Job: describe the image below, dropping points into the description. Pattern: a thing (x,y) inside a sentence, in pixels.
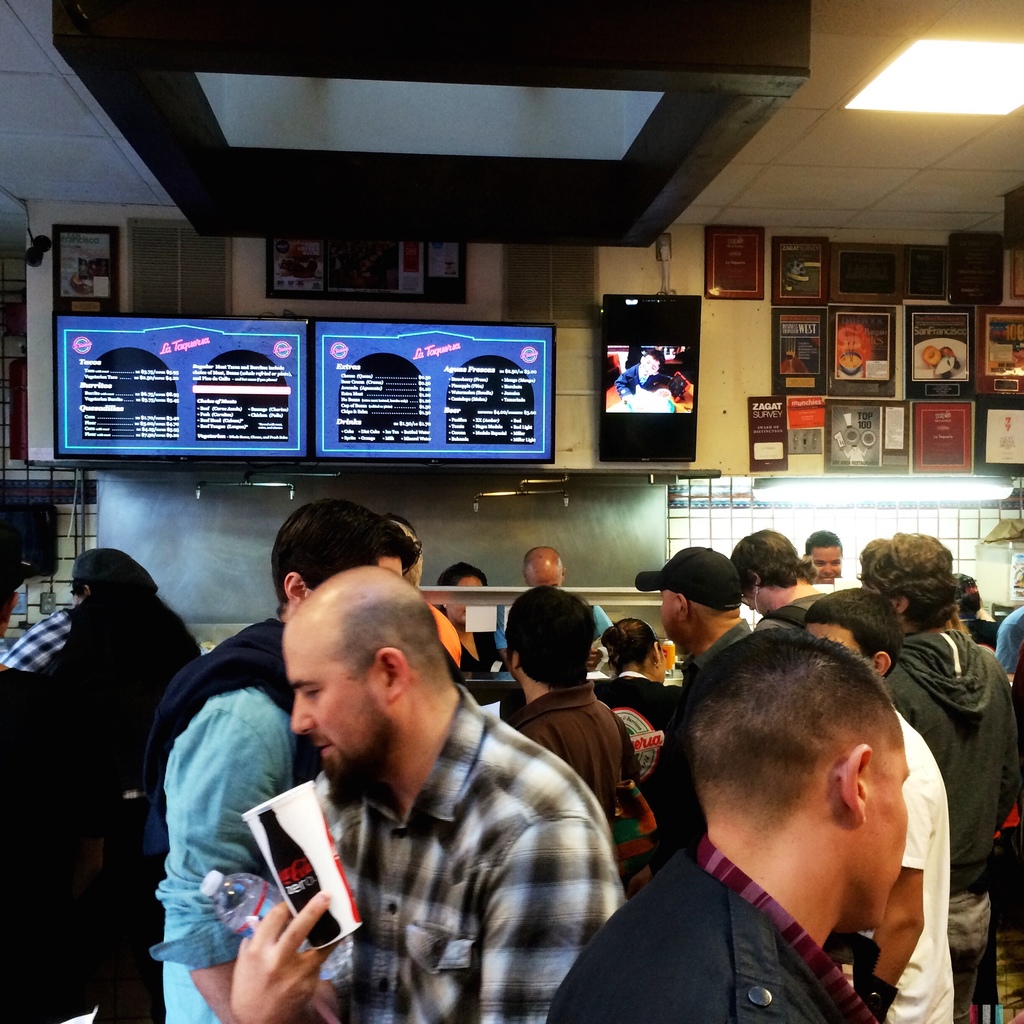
In this image I can see number of persons (466,795) standing, a person (498,808) wearing shirt (450,898) and holding a bottle (213,879) and a cup (294,874) in his hands (276,912). In the background (152,371) I can see three screens (353,390), the wall (495,316), few photo frames (773,308) attached to the wall (763,333), a light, the ceiling (801,161) and a light (907,107) to the ceiling (867,63).
